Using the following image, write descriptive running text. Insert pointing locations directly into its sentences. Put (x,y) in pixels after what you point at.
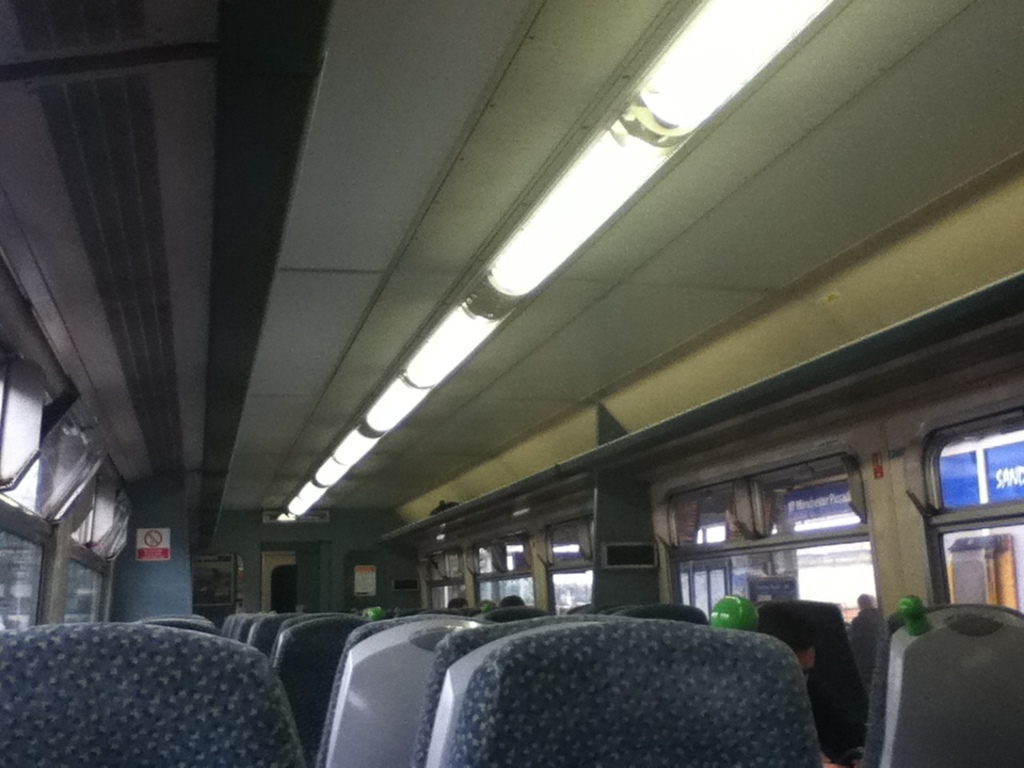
This picture is taken inside the train (385,340). In this image there are seats (389,615) one beside the other in the line. At the top (558,232) there are lights (615,123). There are windows (14,588) on either side of the train (117,552).
